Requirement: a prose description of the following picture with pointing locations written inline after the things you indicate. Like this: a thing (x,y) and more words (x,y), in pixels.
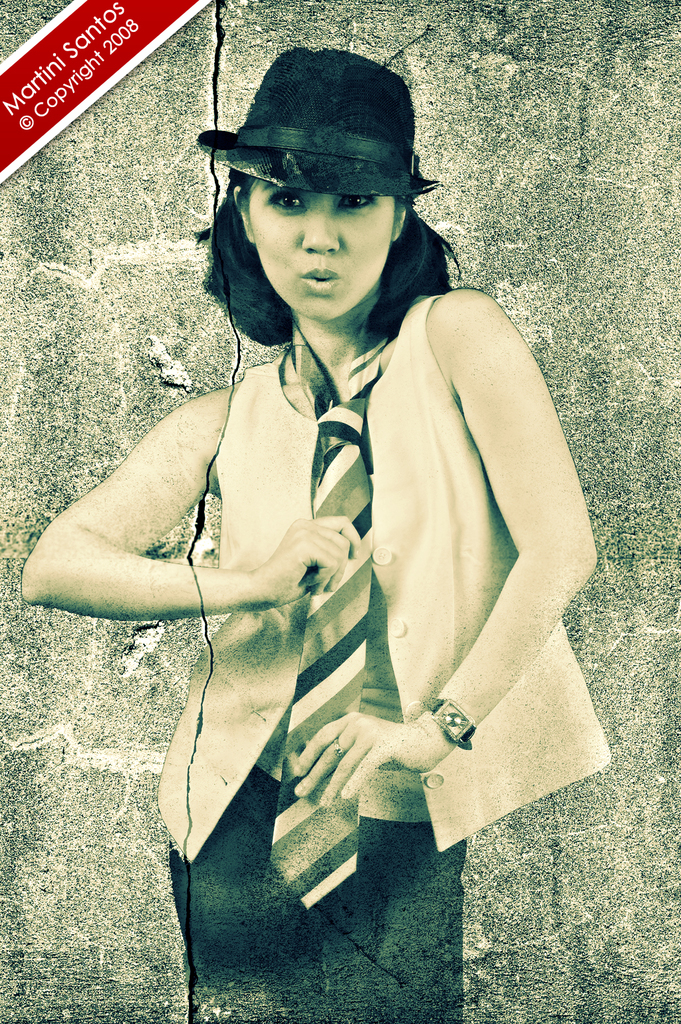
In this picture we can see a woman (338,510) in the front (336,484), in the background (263,363) there is a wall (544,157), we can see some text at the left top of the picture (64,86).
